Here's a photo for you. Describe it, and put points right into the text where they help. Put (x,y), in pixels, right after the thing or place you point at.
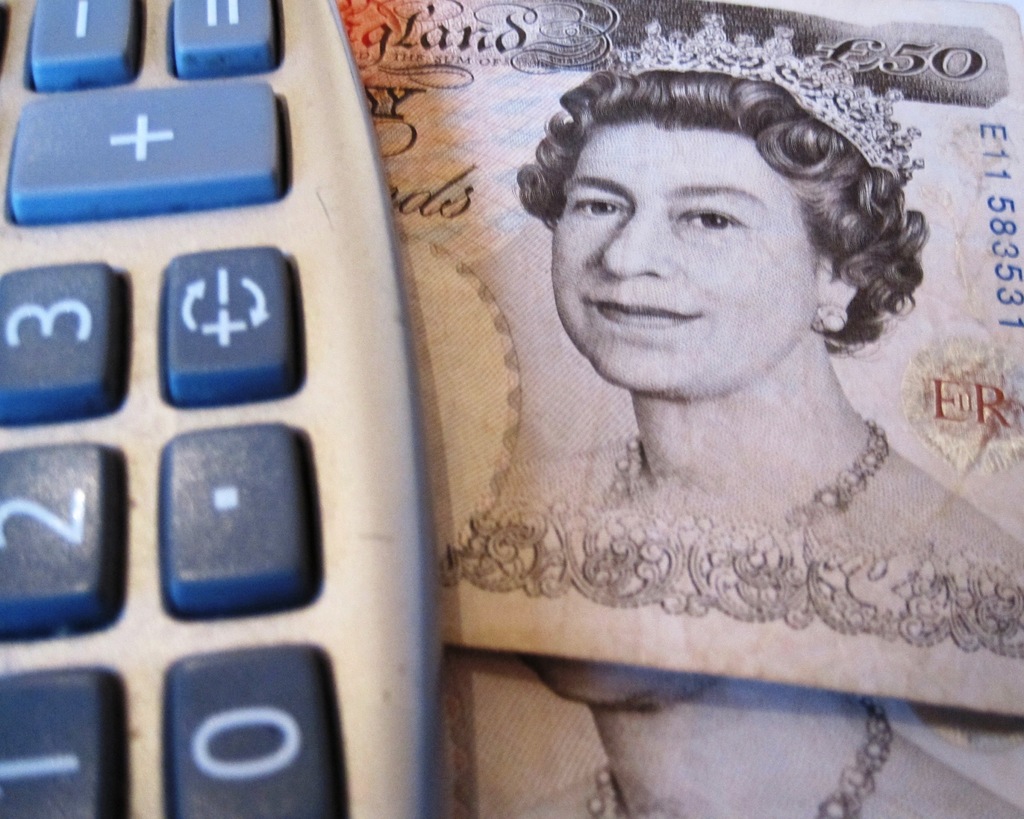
In this image we can see the currency notes (541,426) and calculator (240,341).
